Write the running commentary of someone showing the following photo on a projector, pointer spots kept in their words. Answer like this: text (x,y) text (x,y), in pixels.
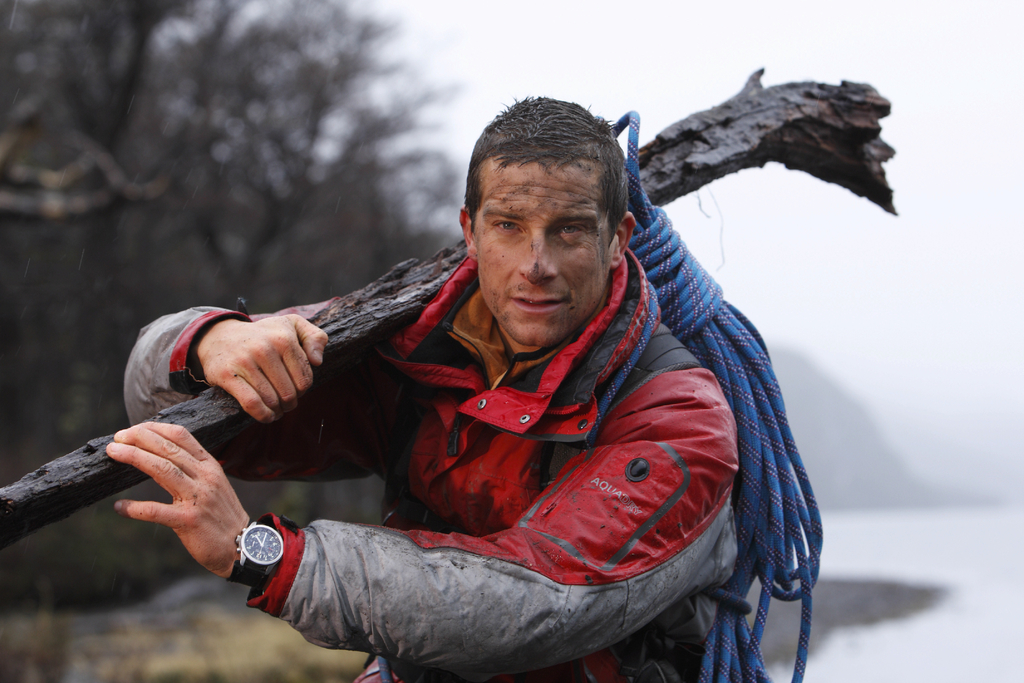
In this image I can see a person (453,287) and the person (393,575) is wearing red and gray color jacket (518,566) and the person (599,497) is holding some object (661,190). Background (844,222) I can see trees (202,245), and the sky (740,220) is in white color.
